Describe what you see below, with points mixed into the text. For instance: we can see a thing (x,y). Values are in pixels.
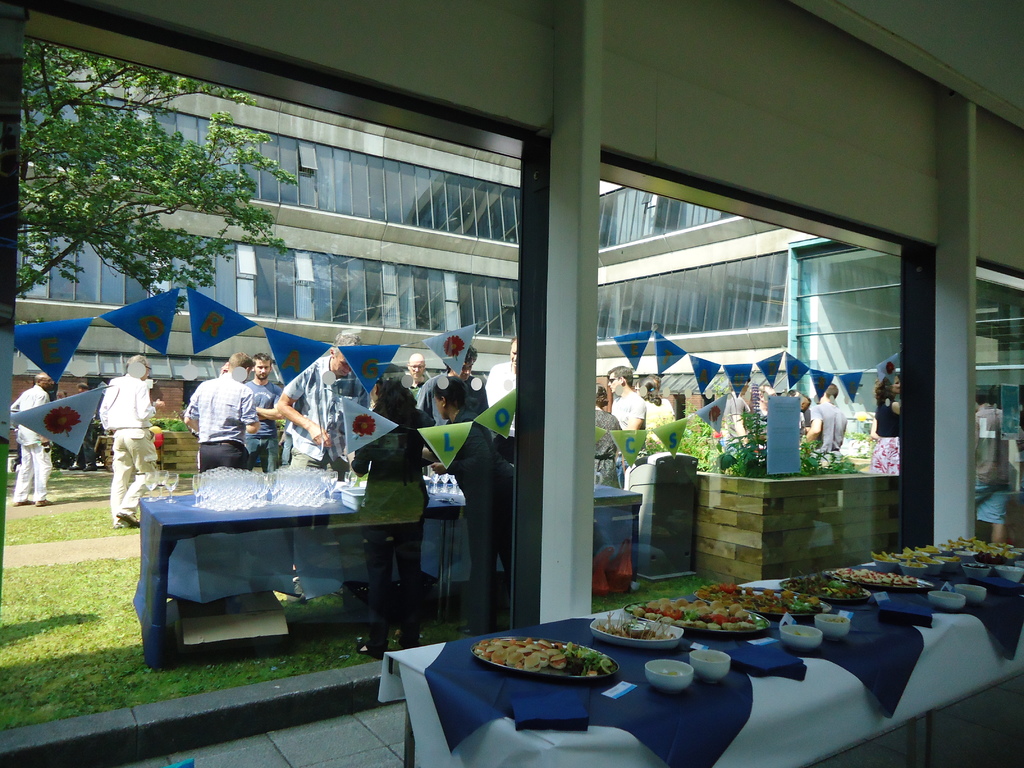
There is a building (232,256) and there is a tree (62,140) and flags (220,312) hanging on the wall (581,294) and lot of people (452,410) walking to grass (89,562) in front of them there is a table (446,722) with food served on plates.
